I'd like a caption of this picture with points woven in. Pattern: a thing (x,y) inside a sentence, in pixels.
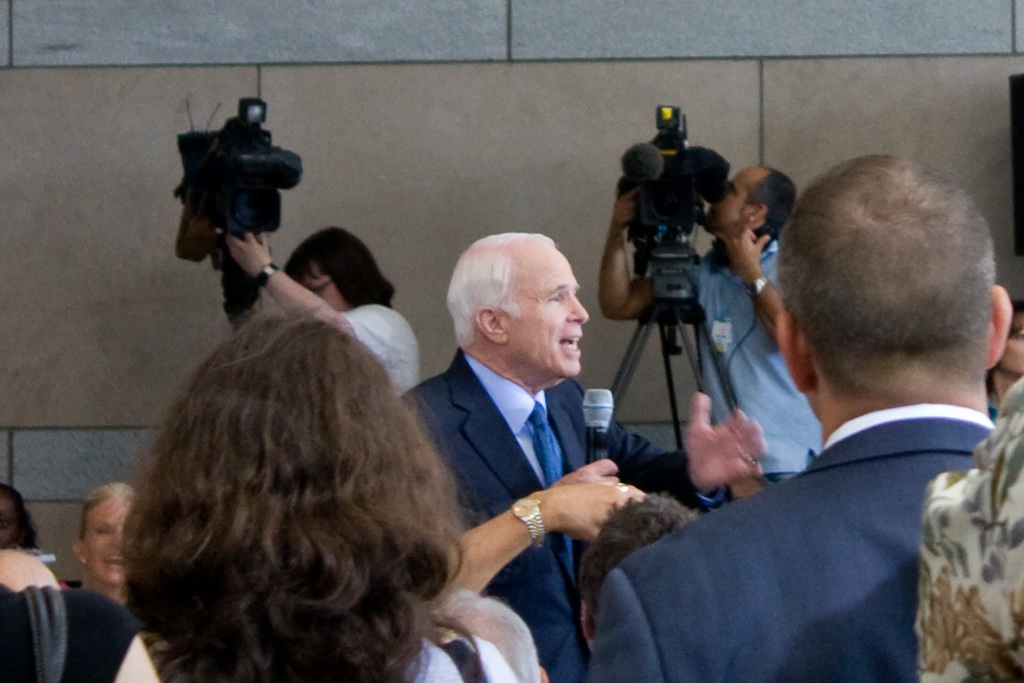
In this image I can see group of people (239,261). The person (704,479) in front (671,471) wearing black blazer (487,421) and holding a microphone (587,404), background (753,140) I can see two cameras (684,251) and wall (578,188) is in brown and gray color.
